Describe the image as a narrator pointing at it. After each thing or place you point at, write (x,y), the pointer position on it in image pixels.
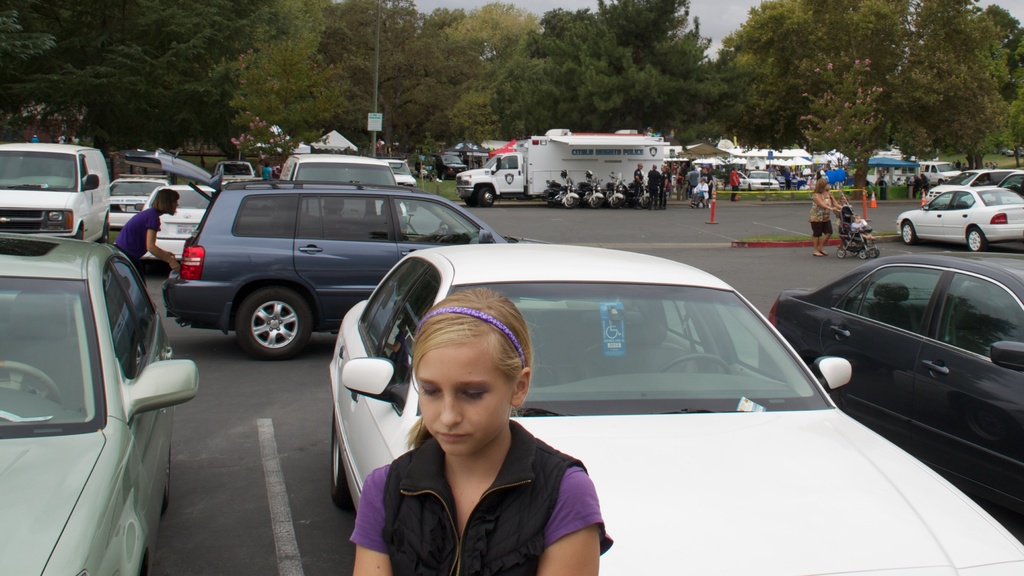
In the center of the image (467,346) there is a girl (553,508). In the background (163,218) there are cars (835,294), persons (658,197), bikes (618,201), truck (510,178), tents (733,160), trees (596,91), pole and sky (711,25).
